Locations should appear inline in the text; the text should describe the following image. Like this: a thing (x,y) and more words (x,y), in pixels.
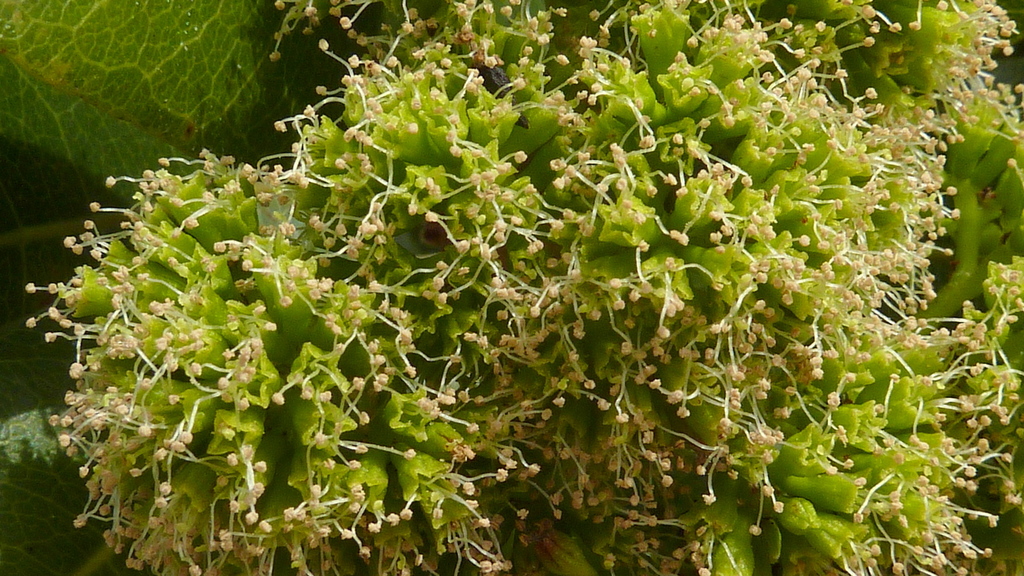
In this image I can see a plant (139,190) with green leaves (223,152) and flowers (402,283).
